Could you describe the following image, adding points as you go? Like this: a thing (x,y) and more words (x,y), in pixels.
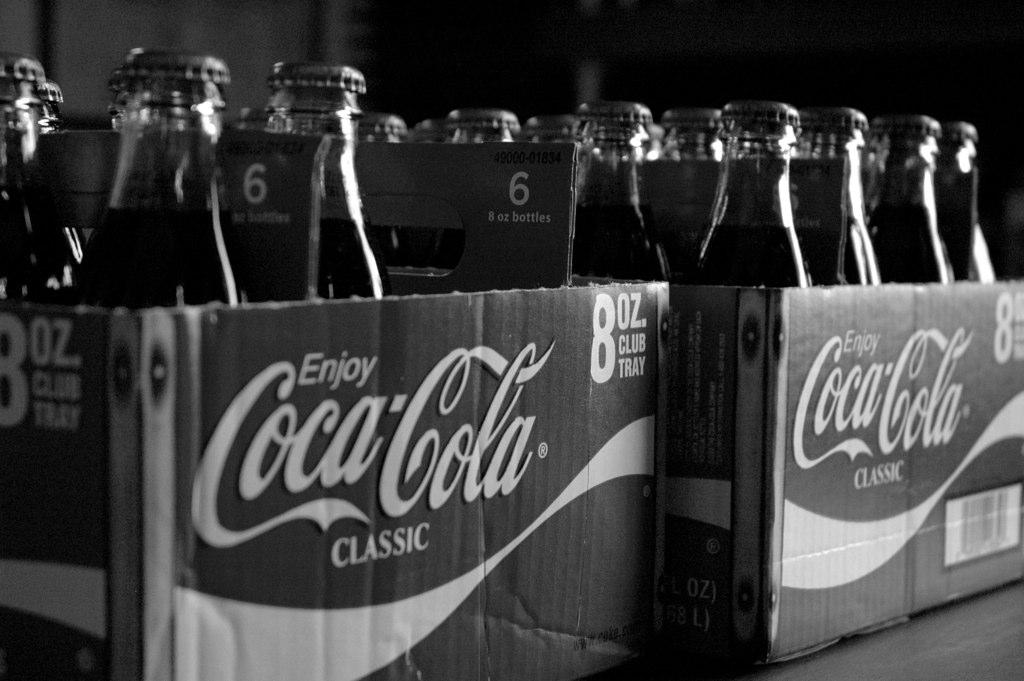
In this image I can see two boxes (460,264) which are filled with bottles (766,212). This is a black and white image.
